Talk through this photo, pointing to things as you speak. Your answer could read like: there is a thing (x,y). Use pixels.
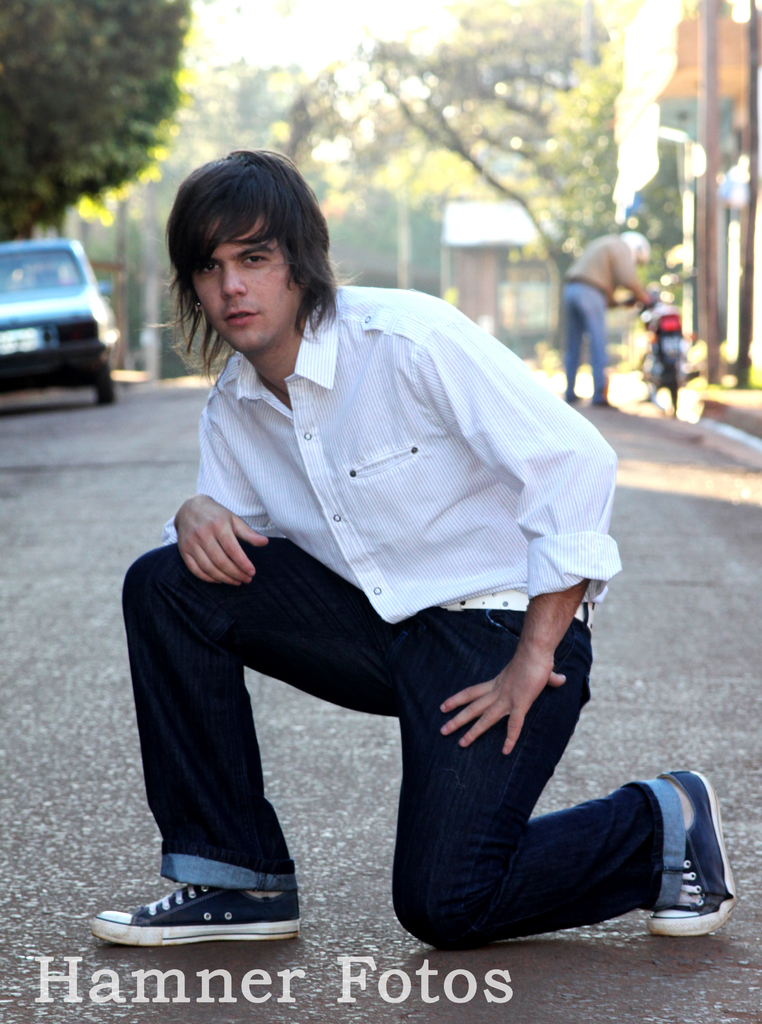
As we can see in the image in the front (337,553) there is a man (352,659) wearing white color shirt (286,521). In the background (669,336) there is a motorcycle (680,323), a person (624,282), car (64,303), houses (733,326) and trees (72,17).
